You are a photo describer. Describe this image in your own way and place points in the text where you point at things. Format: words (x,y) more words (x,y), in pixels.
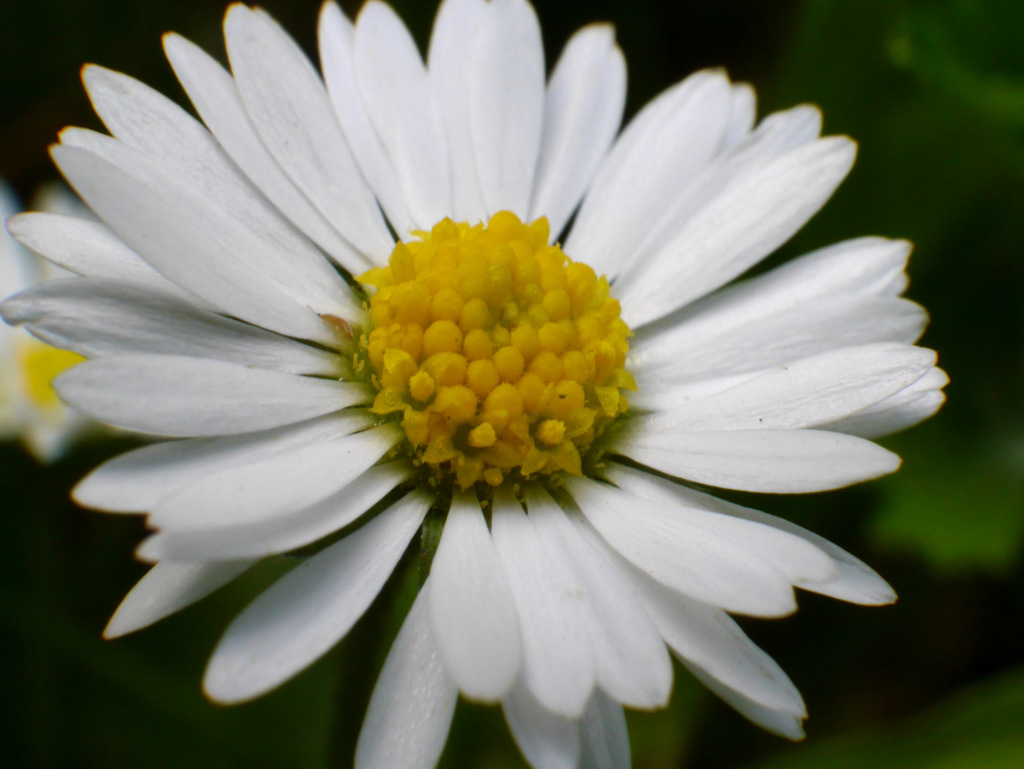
This is a zoomed in picture. In the center (669,266) we can see a white color flower (472,390). The background of the image (716,49) is blurry and we can see the background (938,119) is green in color which seems to be the plants (608,4) and on the left corner (38,201) there is another white color object (11,338) seems to be the flower (56,395).
